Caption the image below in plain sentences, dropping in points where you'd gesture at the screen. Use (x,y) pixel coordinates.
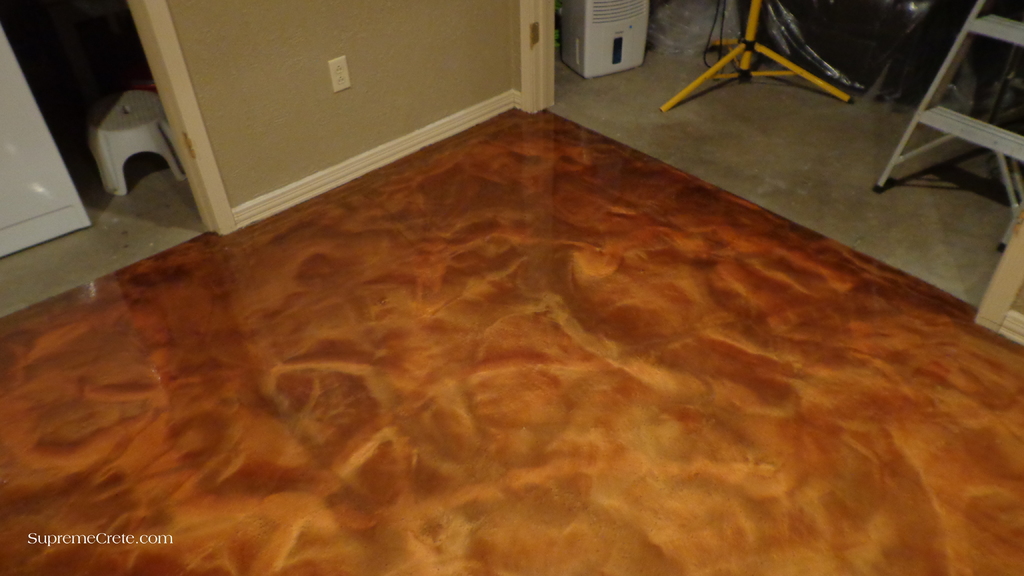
In this image there is a chair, ladder (962,117), cooler (594,72) and a few other objects (851,68). At the bottom of the image (200,427) there is a floor (476,360). In the background of the image (275,186) there is a switchboard (335,62) on the wall (208,73). There is some text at the bottom of the image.
